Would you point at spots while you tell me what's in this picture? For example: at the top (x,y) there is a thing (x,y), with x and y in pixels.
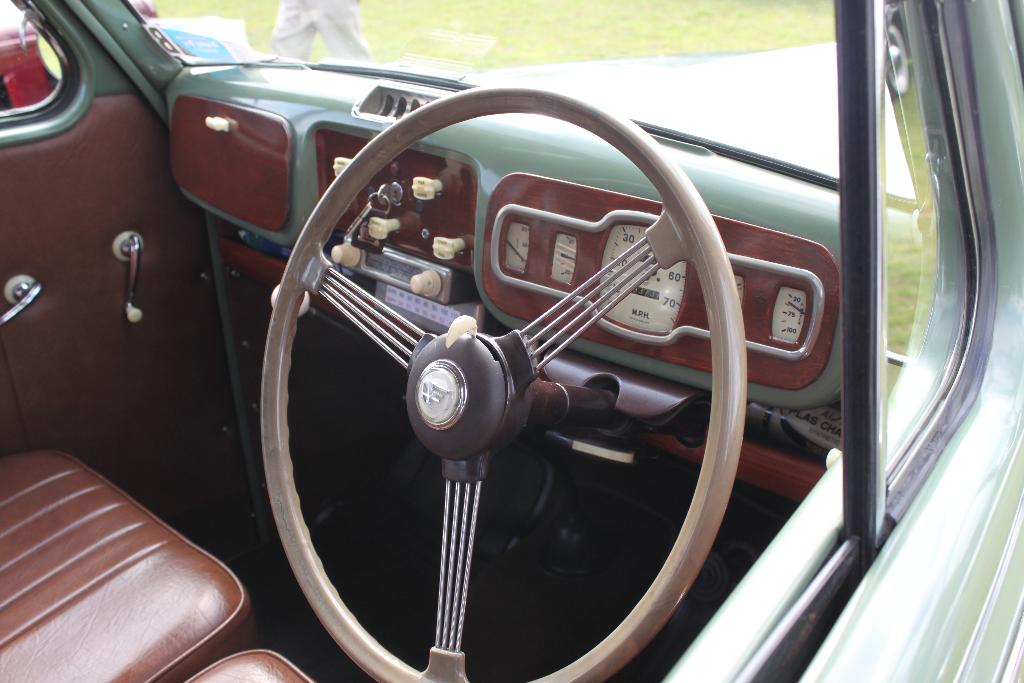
This picture is taken inside the vehicle (305,587). In the center (342,281), there is a steering (414,120). Beside the steering (438,657), there are seats (85,522). On the top (523,16), there is a glass (651,63).
